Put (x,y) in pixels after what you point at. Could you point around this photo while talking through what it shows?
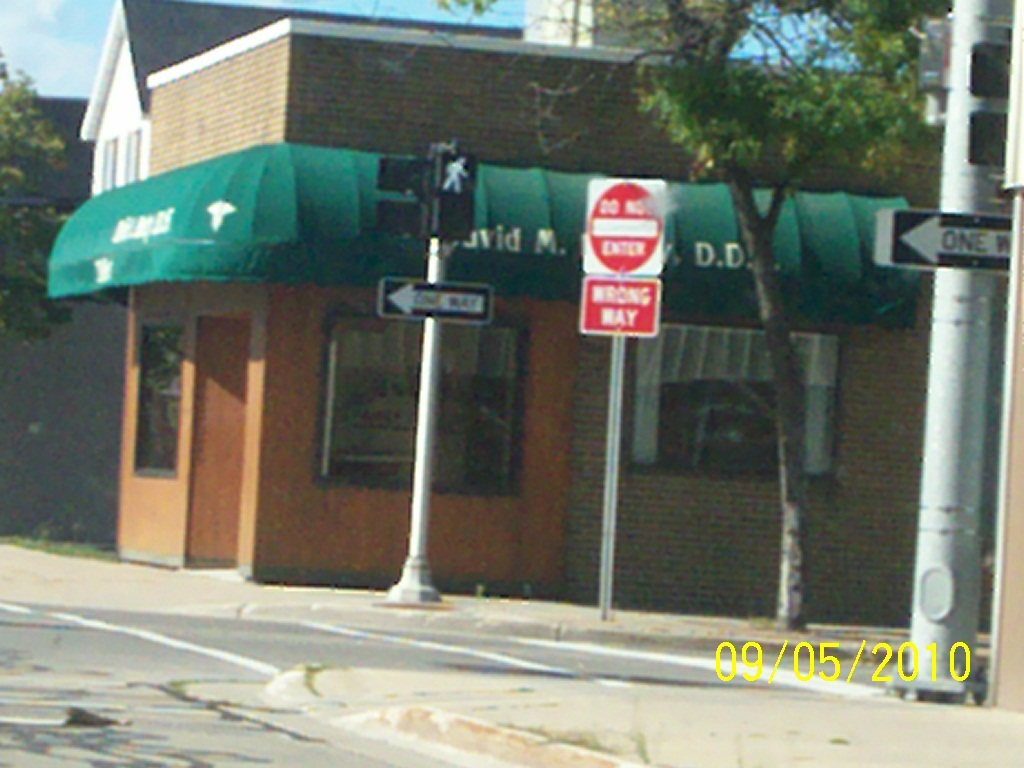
In this image we can see houses (570,424), windows (415,412), poles (413,558), signboards (652,327), there is a board (695,252) with text (712,263) on it, there are trees (666,110), also we can see the sky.
